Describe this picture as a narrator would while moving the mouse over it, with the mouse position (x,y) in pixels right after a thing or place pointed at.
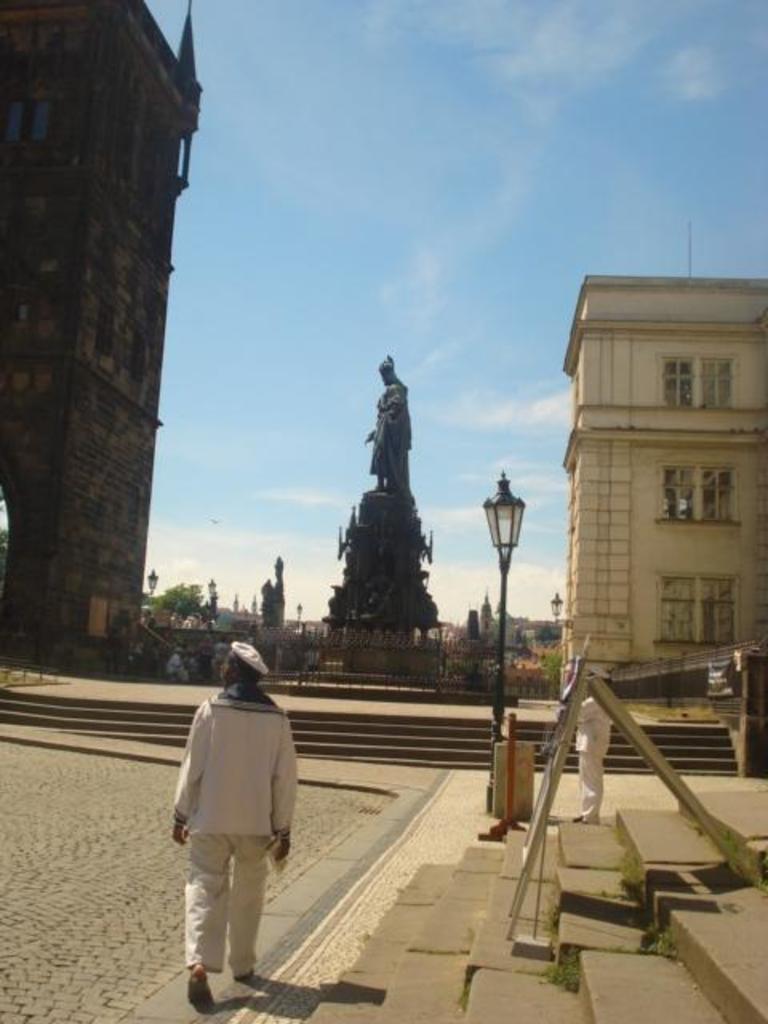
In this image we can see the building (116,436) on the left side (116,436) and the right side (757,343) as well. Here we can see the statue (394,600) in between the buildings (671,477). Here we can see the metal fence (284,638) around the statue (340,652). Here we can see a man (237,647) walking on the road (360,819). Here we can see the staircase (603,956) on the right side (624,825). Here we can see the decorative light pole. This is a sky (543,553) with clouds (465,523).
